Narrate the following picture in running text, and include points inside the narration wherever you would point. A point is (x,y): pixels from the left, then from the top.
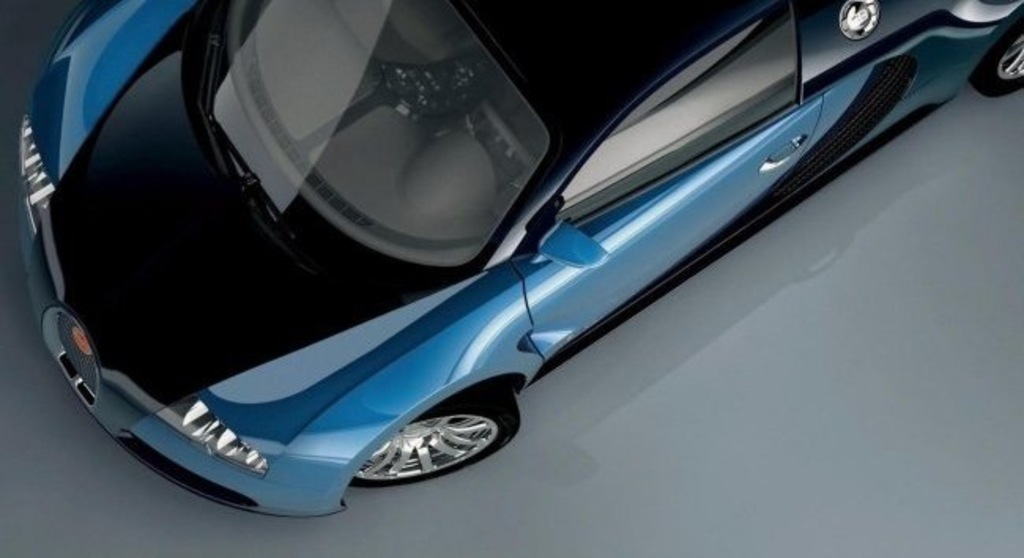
In the image we can see there is a car (539,228) parked on the ground (709,368).
